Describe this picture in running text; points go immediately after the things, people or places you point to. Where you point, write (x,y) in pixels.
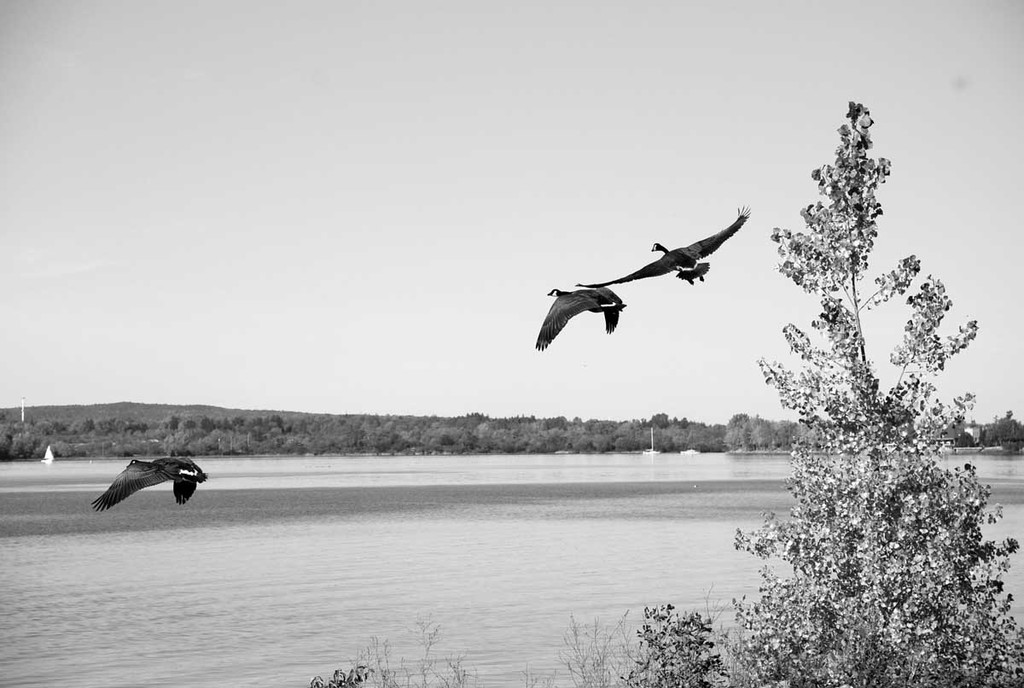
In this image I can see at the bottom (422,461) there is water (483,563). In the middle (668,269) three birds (687,280) are flying. At the back side (24,454) there are trees (24,454), at the top (658,121) it is the sky (647,402).
